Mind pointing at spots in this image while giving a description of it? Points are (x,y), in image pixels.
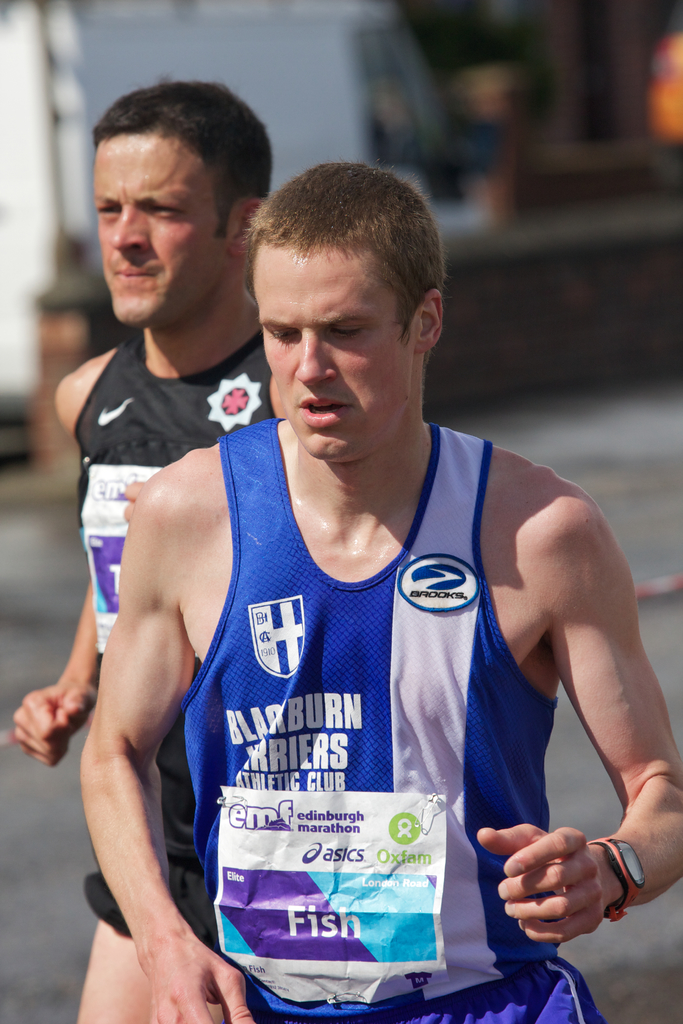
In this image we can see two men (221,850) running on the road (72,996), one red object (641,593) on the road (682,603) on the right side of the image (666,576), one white object (15,80) looks like a vehicle (18,117), one object (658,306) behind the men (342,559) looks like a small wall (652,292), some objects (649,100) on the ground (652,417) and the background (6,289) is blurred.
